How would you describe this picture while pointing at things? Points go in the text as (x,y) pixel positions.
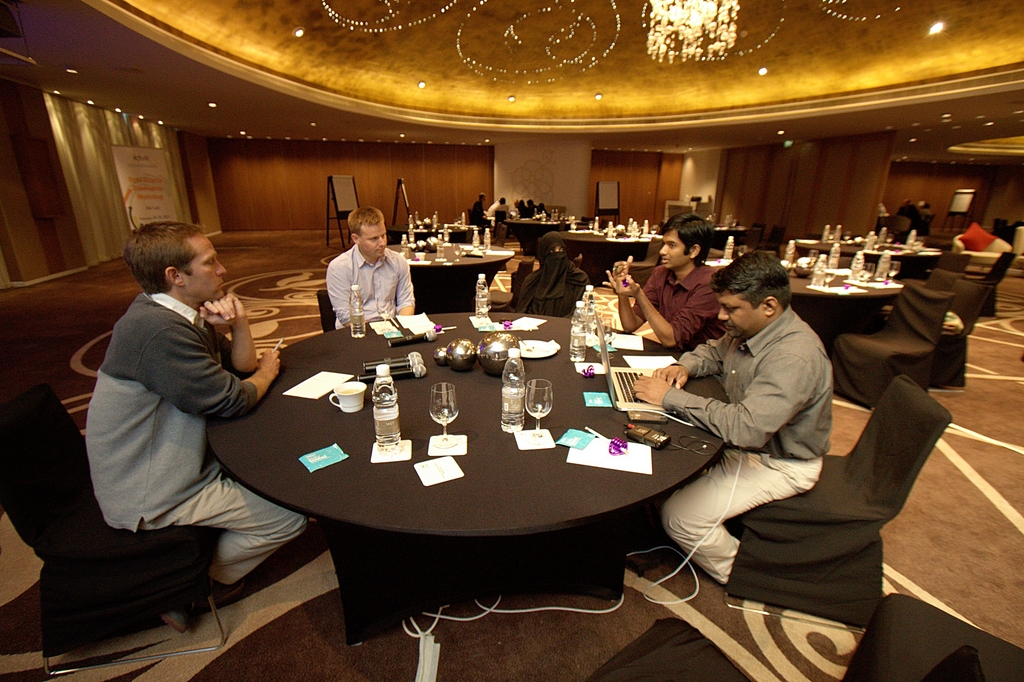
In the image we can see that, there are five people (551,299) sitting around a table (361,461). This is a chair (109,537). This is a table (392,507). On the table (435,499) we can see wine glass (442,404), water bottle (388,405), tea cup (361,395) and microphones (407,366). This is a poster (143,176) and curtains (100,173). There are many other people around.
